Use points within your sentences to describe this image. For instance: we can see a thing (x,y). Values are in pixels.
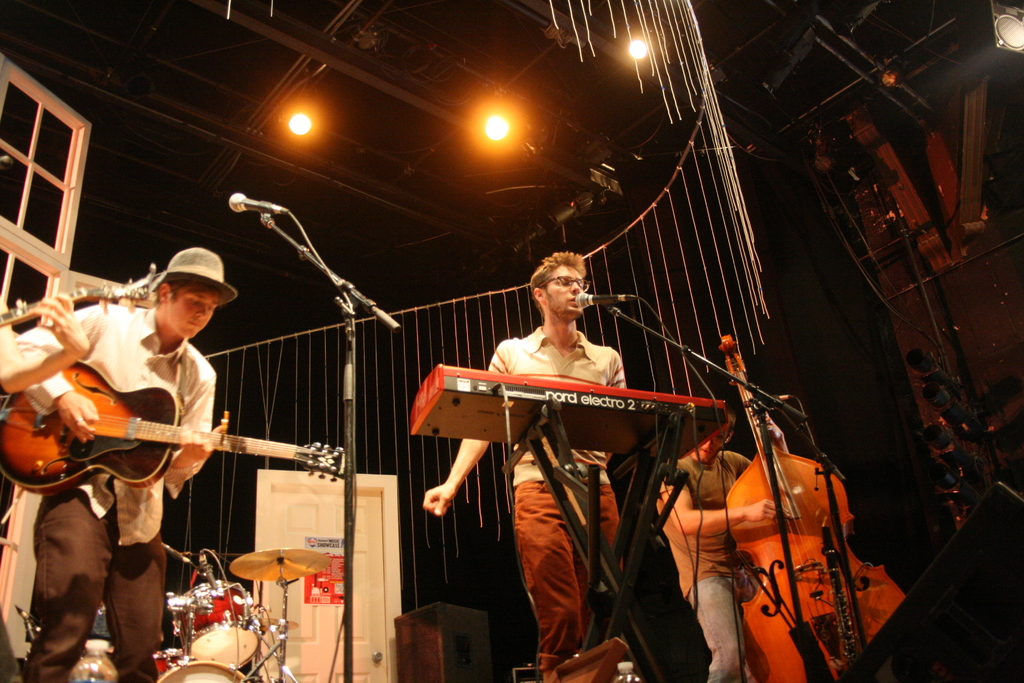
In the image we can see there are people (156,515) who are standing and they are playing musical instruments (329,471) and in front of them there is mic (612,300) with a stand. At the back (249,606) there is a drum set (249,579) and on the top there are lightings (296,124) and the man (179,289) in the corner is wearing hat (189,264).
